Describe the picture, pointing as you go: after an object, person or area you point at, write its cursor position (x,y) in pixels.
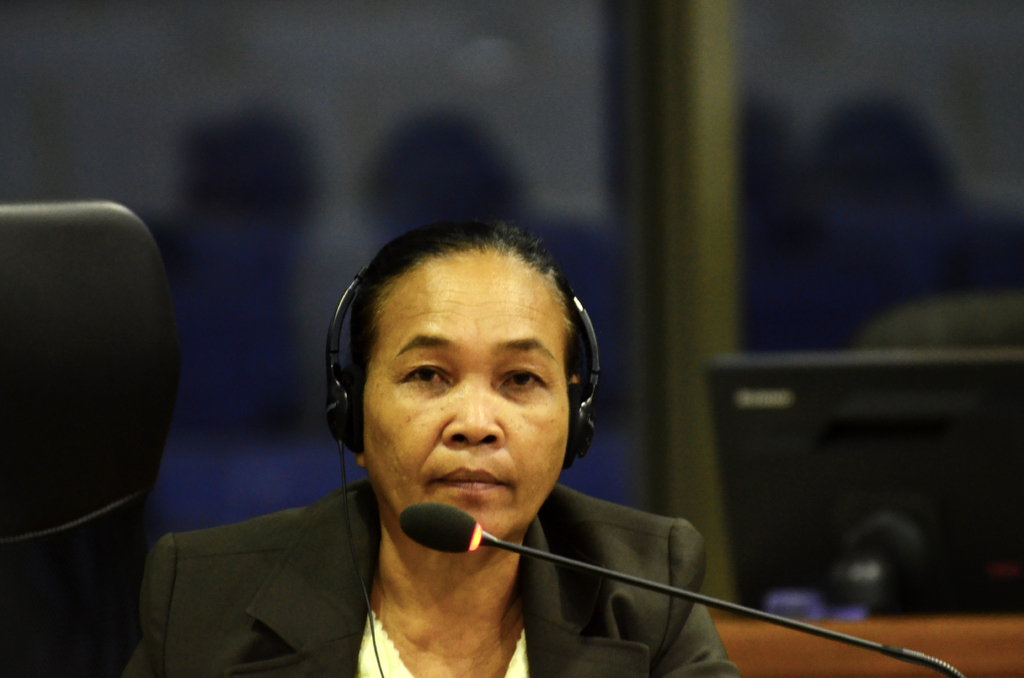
In the center of this picture (415,442) we can see a person (535,417) wearing headphones (594,426), blazer (340,579) and seems to be sitting on the chair (29,273). On the right (736,587) we can see a microphone (449,533) and an electronic device (872,378). In the background (681,277) we can see some other objects (688,240).
